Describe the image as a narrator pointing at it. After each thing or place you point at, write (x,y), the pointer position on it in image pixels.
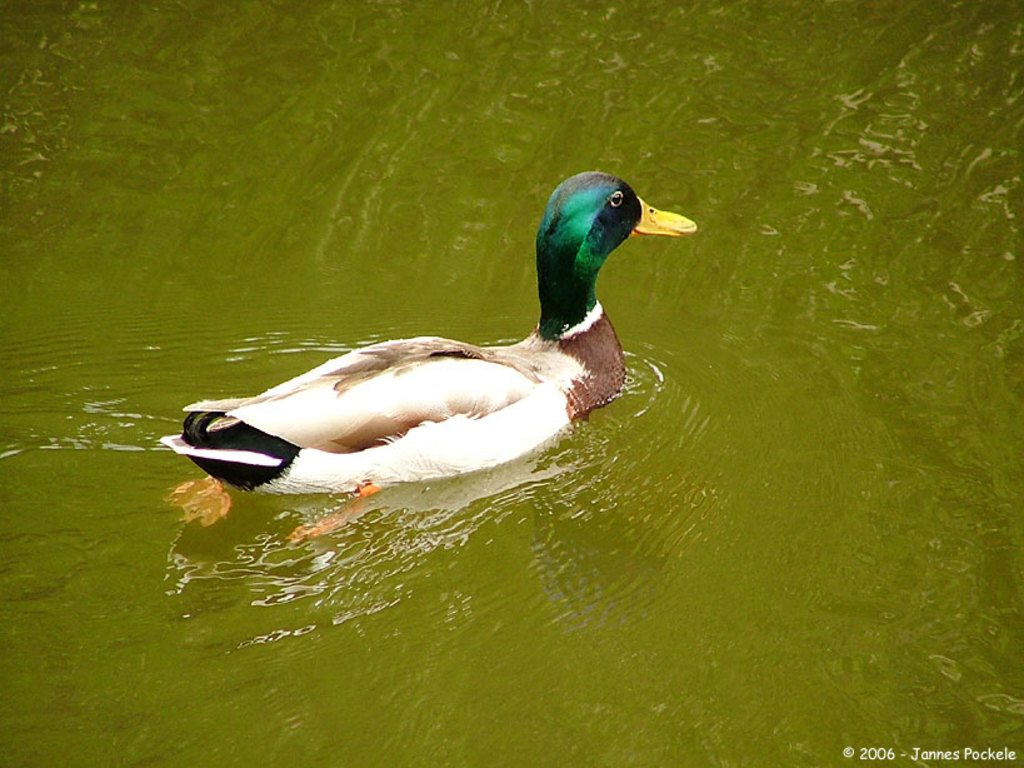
In the center of the image (456,380), we can see a duck (465,441) in the water (679,550).
